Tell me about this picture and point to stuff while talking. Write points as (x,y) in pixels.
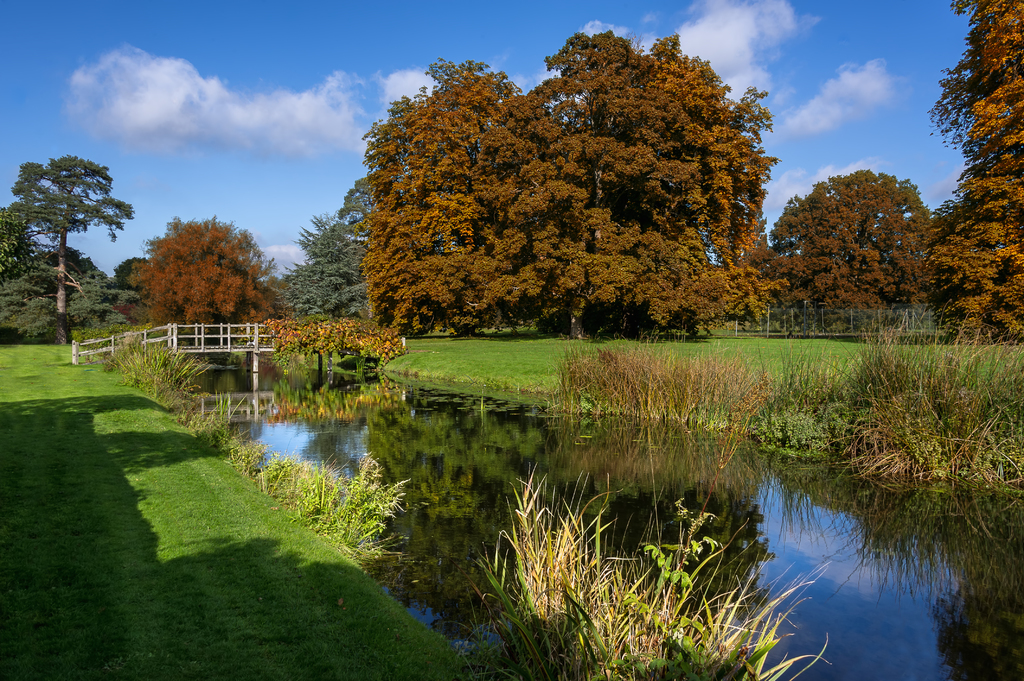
In this picture we can see grass (261,503), water (330,460), bridge (194,333), trees (357,286) and a sky (253,47).
